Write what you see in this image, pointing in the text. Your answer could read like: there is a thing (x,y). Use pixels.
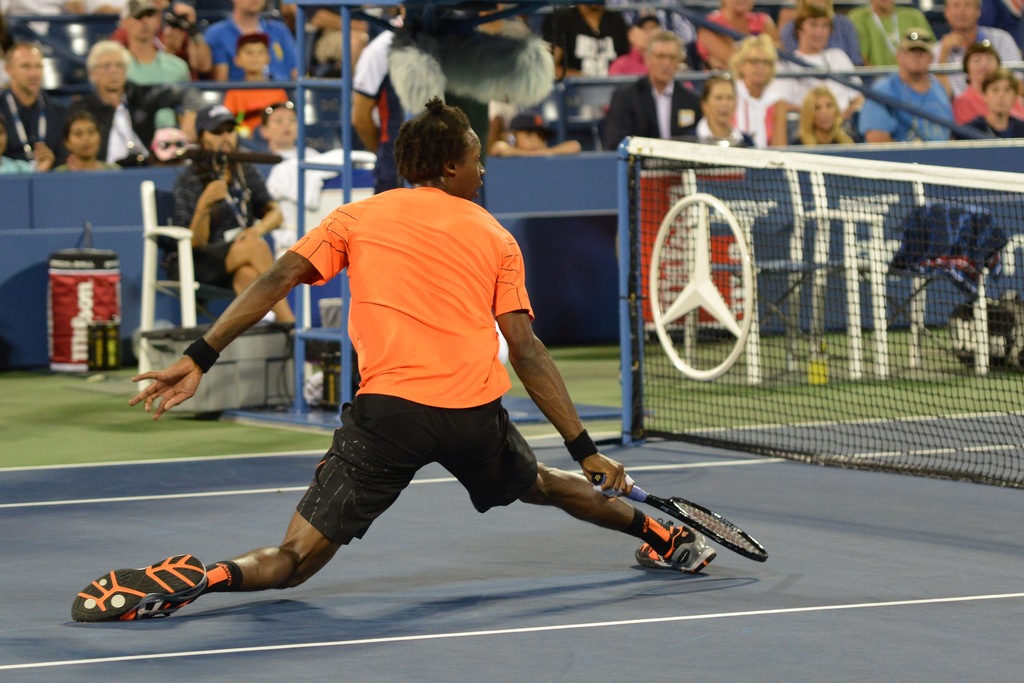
In this image, we can see people (99,96) wearing clothes (956,61). There is a person (458,410) in the middle of the image (471,349) holding a racket (709,512) with his hand (599,465). There is an another person (224,207) on the left side of the image (208,206) sitting on chair (184,258). There is a metal frame (345,21) at the top of the image (366,10). There is an object (86,254) in front of the wall (127,219). There is a net (927,275) on the right side of the image (919,305).
